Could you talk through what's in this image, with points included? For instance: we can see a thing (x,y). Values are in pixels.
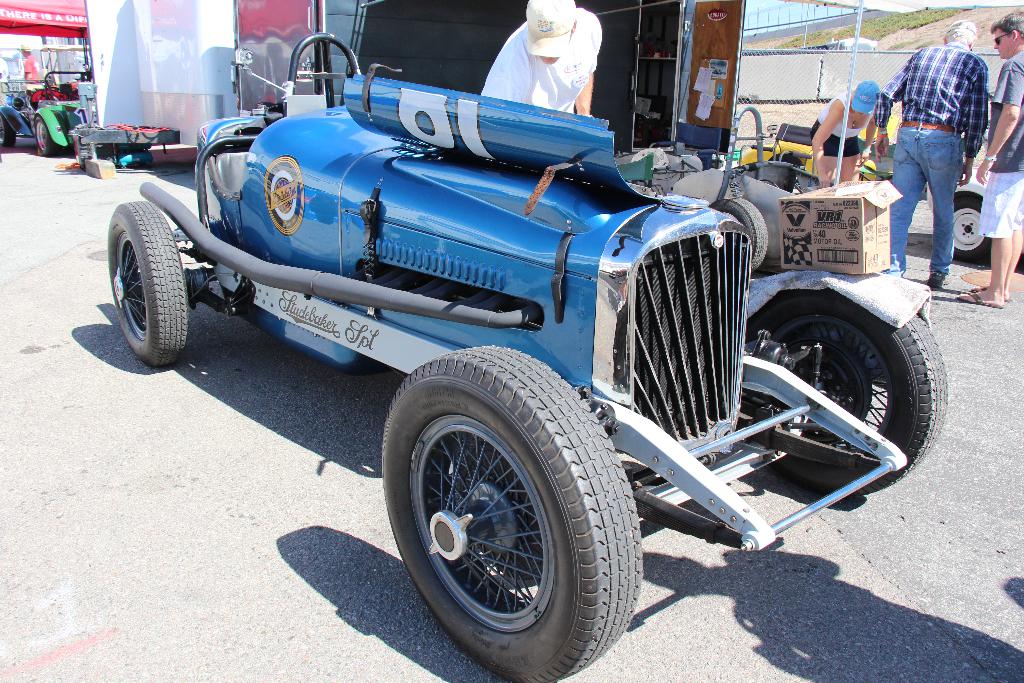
In this picture I can see a vehicle (400,202) in front (389,347) and I see that it is on the road (108,520). I can also see a cloth (798,283) and a box (804,216) on a wheel (914,339). Behind the vehicle (491,144) I can see a person (545,83) wearing a cap (570,25). On the right side of this image (897,187) I can see 2 men (928,117) and a woman (830,104) and I can see few things (754,138) near to them. On the left side of this image (55,89) I can see another vehicle (69,96) and I can see few trailers (172,64) and a fence (870,66) on the top side of this picture (357,40).
